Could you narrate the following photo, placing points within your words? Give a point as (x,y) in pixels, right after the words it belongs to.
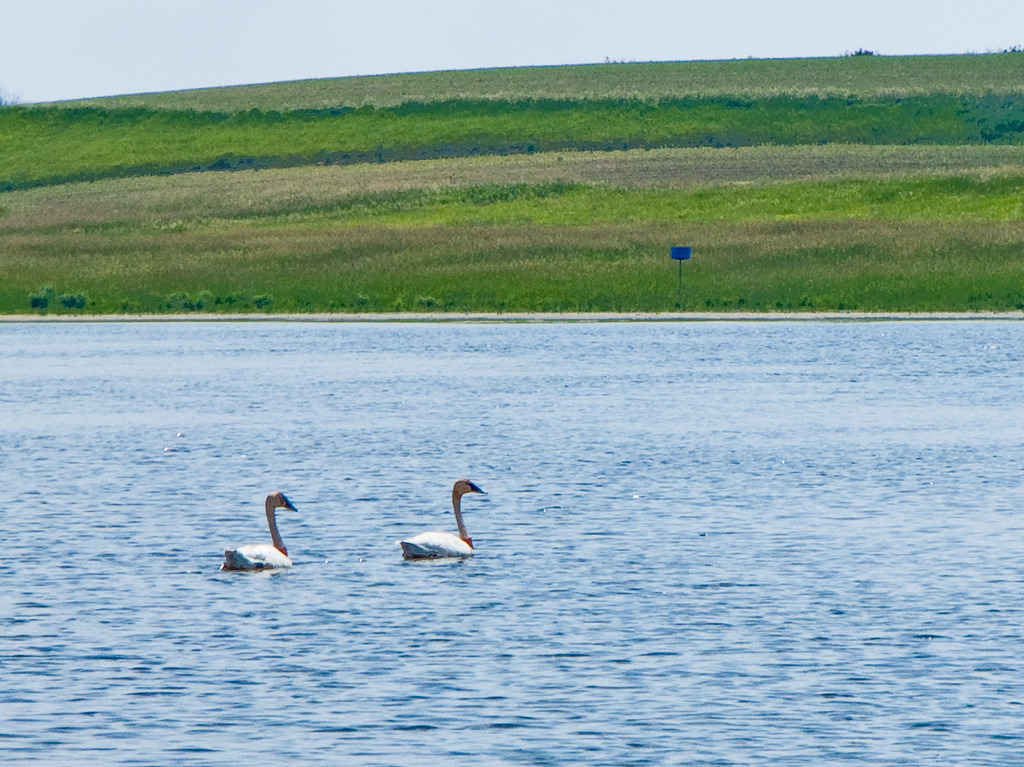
The picture consists of two swans (271,508) in the water (336,394). In the background (15,164) there are plants (292,293), shrubs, grass (611,153) in a field (437,126). Sky (576,18) is cloudy.
